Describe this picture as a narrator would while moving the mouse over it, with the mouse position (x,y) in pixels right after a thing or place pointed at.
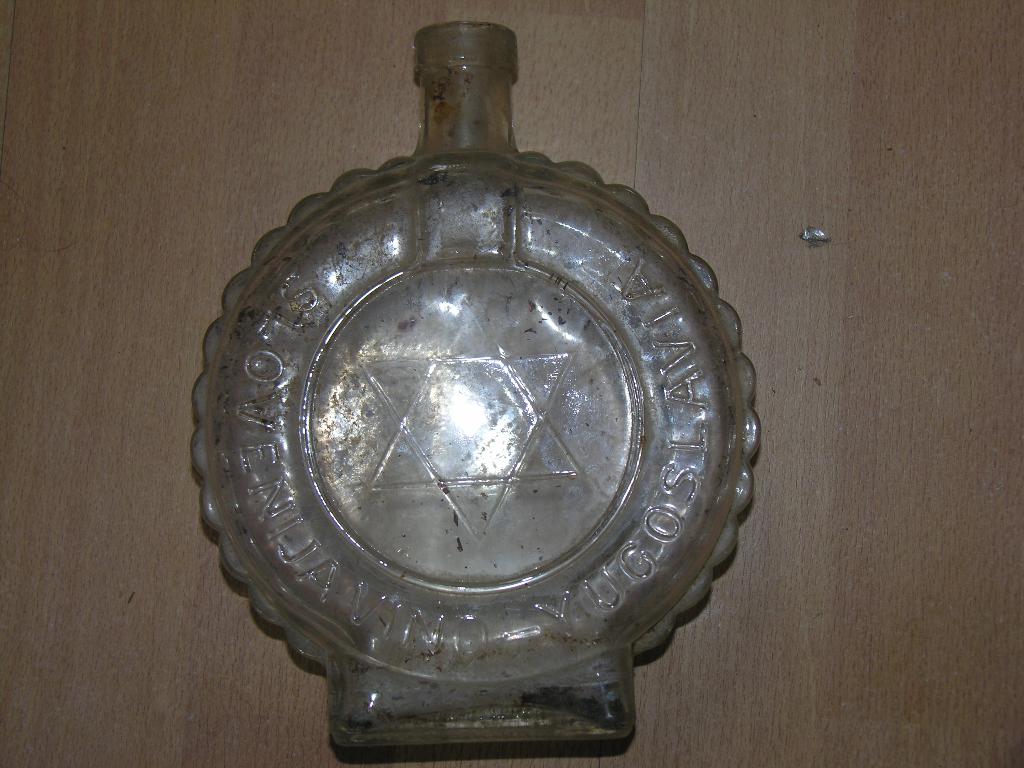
In this image I can see a glass bottle (239,520) where a star (420,361) is designed.
